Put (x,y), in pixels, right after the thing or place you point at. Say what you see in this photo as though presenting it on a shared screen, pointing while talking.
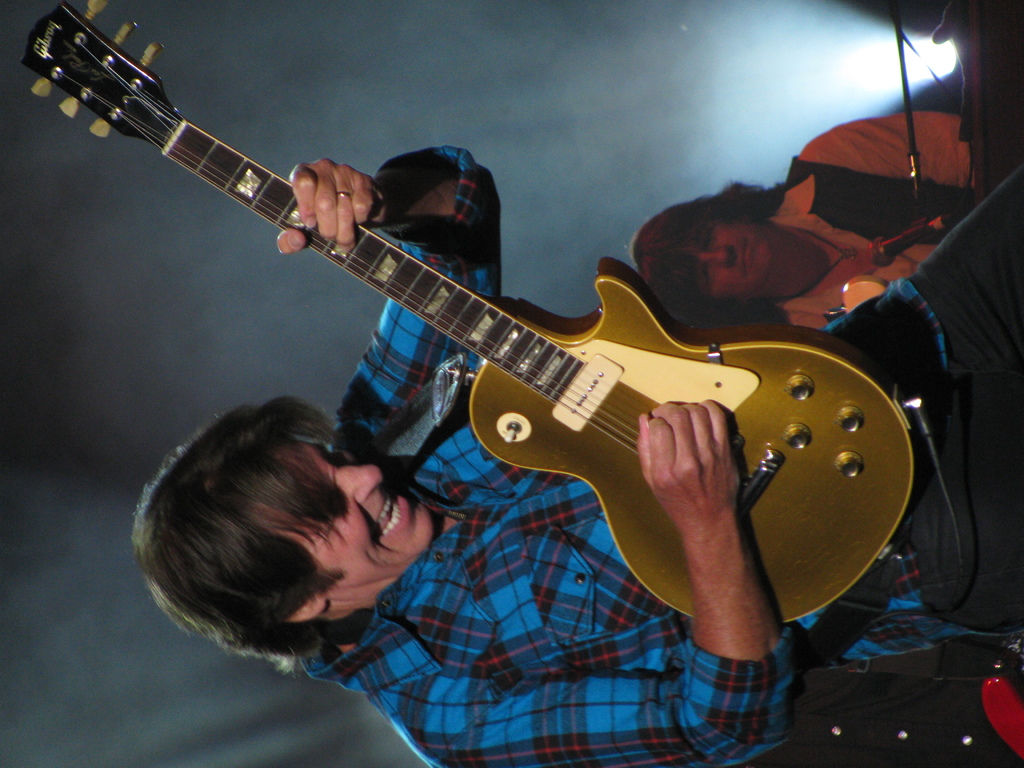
In this image there is a person (527,562) wearing a blue shirt (407,598) is holding and playing a guitar (398,290). Person (942,215) at the right side (880,172) is wearing a white shirt (865,161) is having a mike (877,249) before him.
